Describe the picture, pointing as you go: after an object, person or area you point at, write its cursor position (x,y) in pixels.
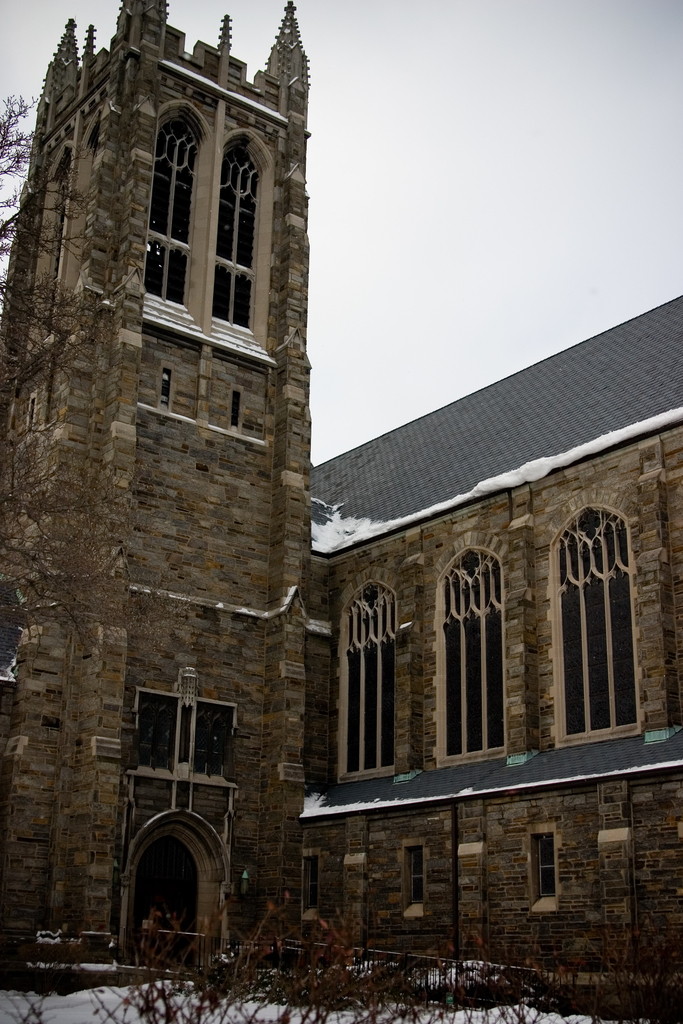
In this picture I can see there is a building (336,843) and it has few windows (466,720) and a door (151,849) and on the floor (135,1011) there are plants (240,998) and snow (125,1021). There is some snow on the top of the building (484,445) and there is a tree (1,228) on the left (14,351) and the sky (13,37) is cloudy.
